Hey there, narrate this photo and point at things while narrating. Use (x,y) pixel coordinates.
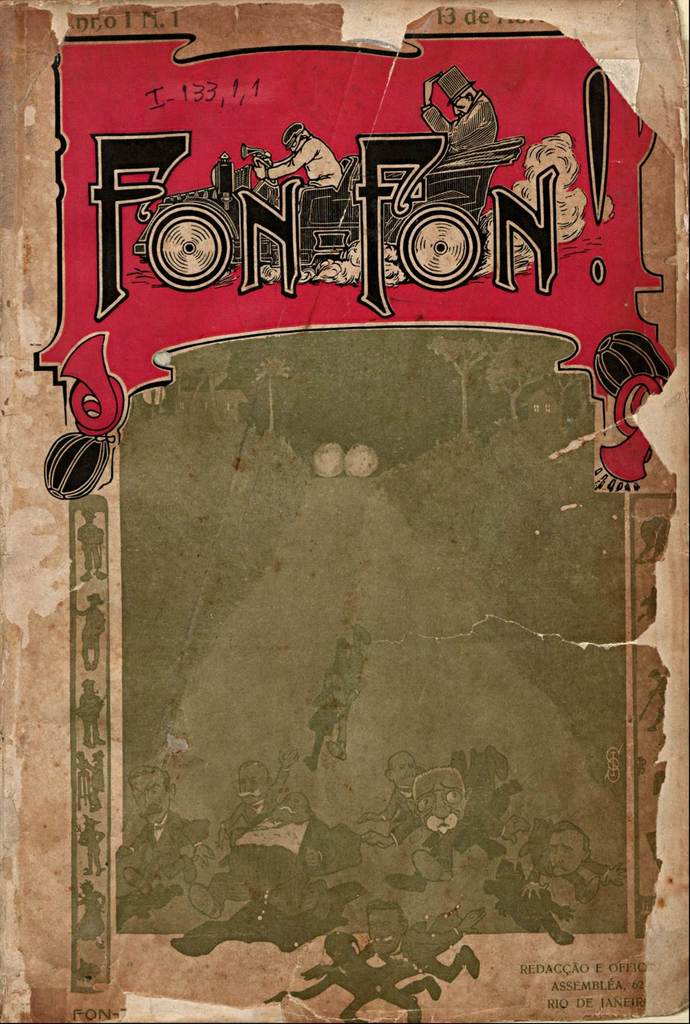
In this image there is a cover page (297,408) of a book (286,649) with some images (297,767) and text (223,263) on it.
